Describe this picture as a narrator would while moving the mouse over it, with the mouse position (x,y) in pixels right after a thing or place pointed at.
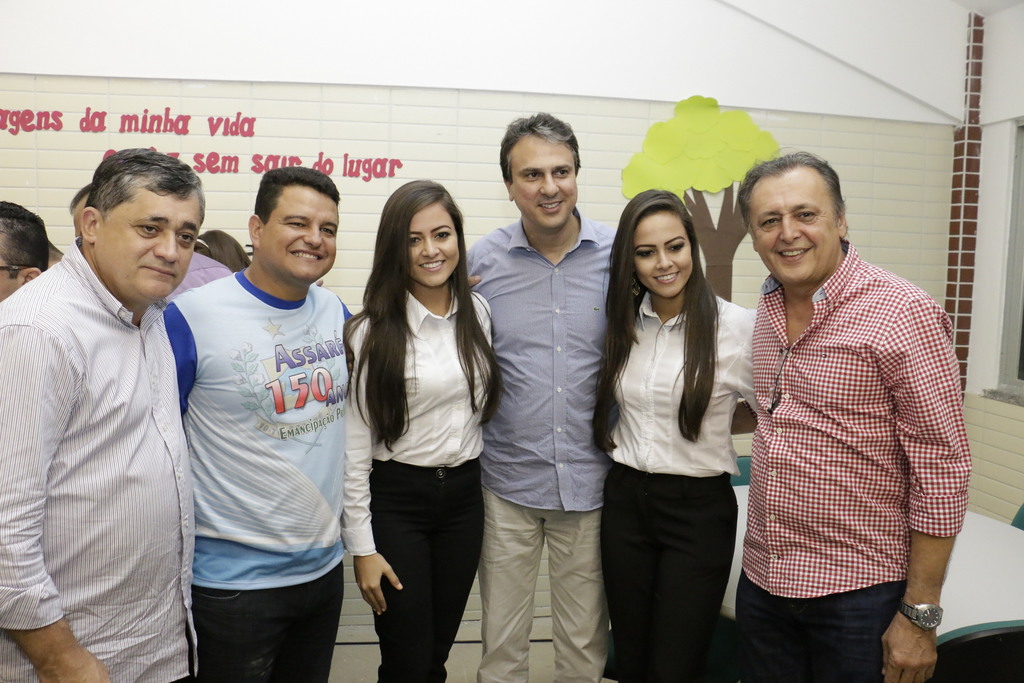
In this picture we can see some people (704,373) are standing and taking the picture, behind we can see some people (33,272) and one table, we can see the banner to the wall (297,11).
